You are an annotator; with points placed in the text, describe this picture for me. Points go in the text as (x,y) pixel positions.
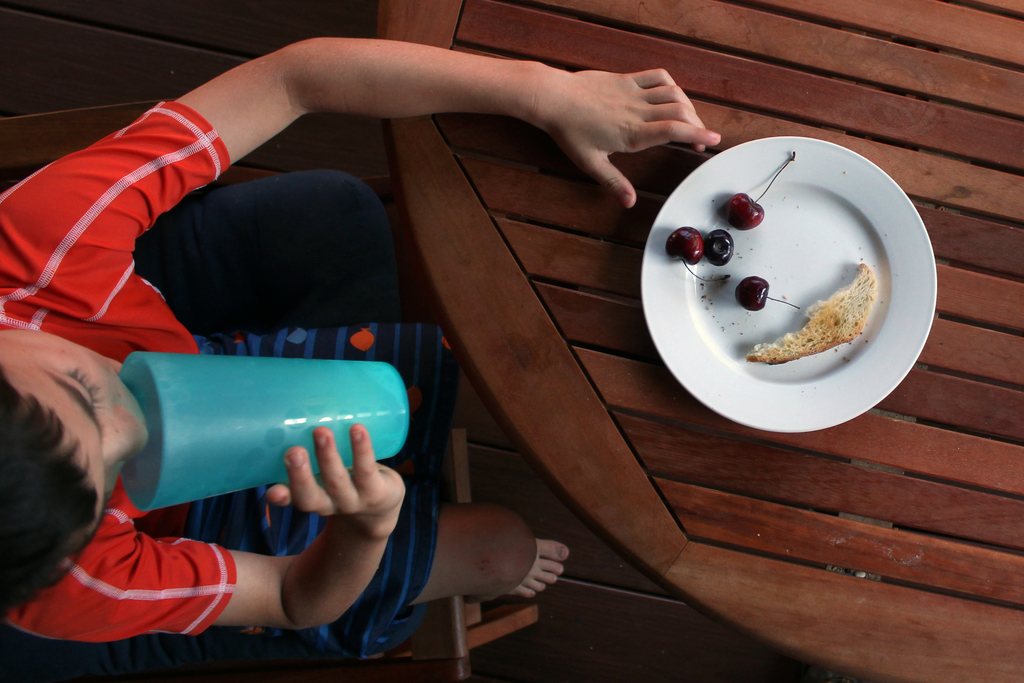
In this image, there are cherries (734,218) and a bread slice (808,331) in the plate (816,403) placed on the table (834,519), and we can see a boy (91,494) holding glass (262,467) in his hand (279,498) and drinking water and sitting on the chair (449,629).
